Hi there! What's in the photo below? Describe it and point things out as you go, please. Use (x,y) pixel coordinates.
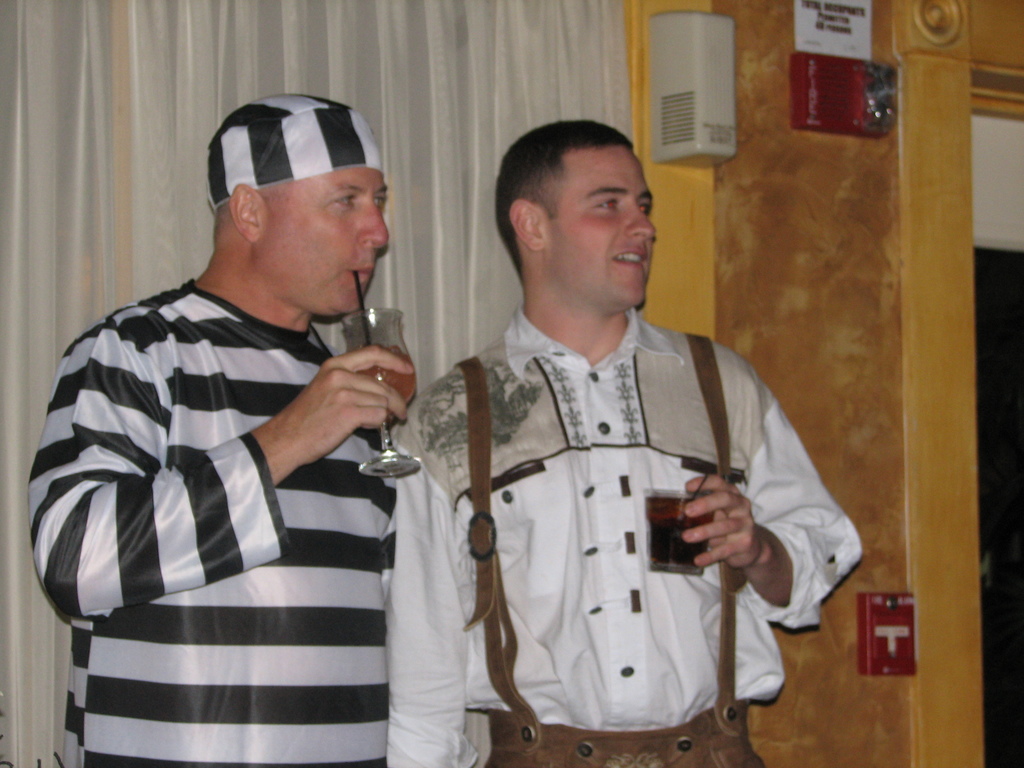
In this image we can see two persons (438,574) standing. Person (249,535) on the left (259,412) is holding a glass (389,343) and drinking with straw (360,314). He is wearing a cap (281,147). Another person (541,480) is holding a glass (660,520). In the back (346,100) there is curtain (444,81) and there is a wall (811,322) with alarms (796,116).
